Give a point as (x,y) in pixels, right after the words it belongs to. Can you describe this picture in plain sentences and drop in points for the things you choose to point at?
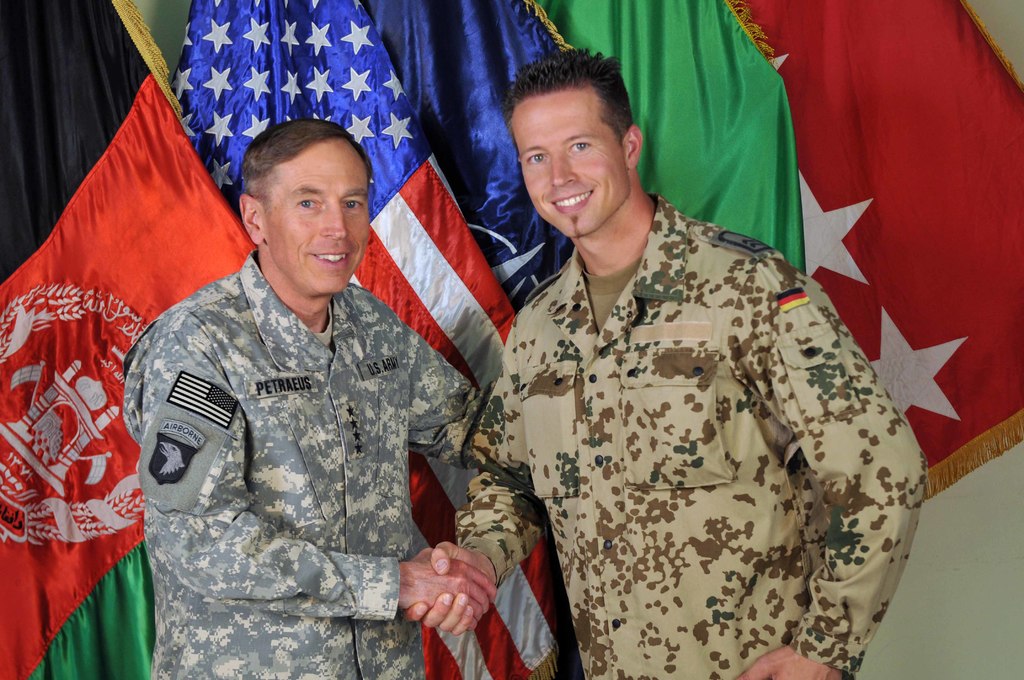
In this picture we can see military soldiers (367,464) standing in the front (416,580), shaking hands (441,565) and smiling. Behind we can see some flags (499,114).
